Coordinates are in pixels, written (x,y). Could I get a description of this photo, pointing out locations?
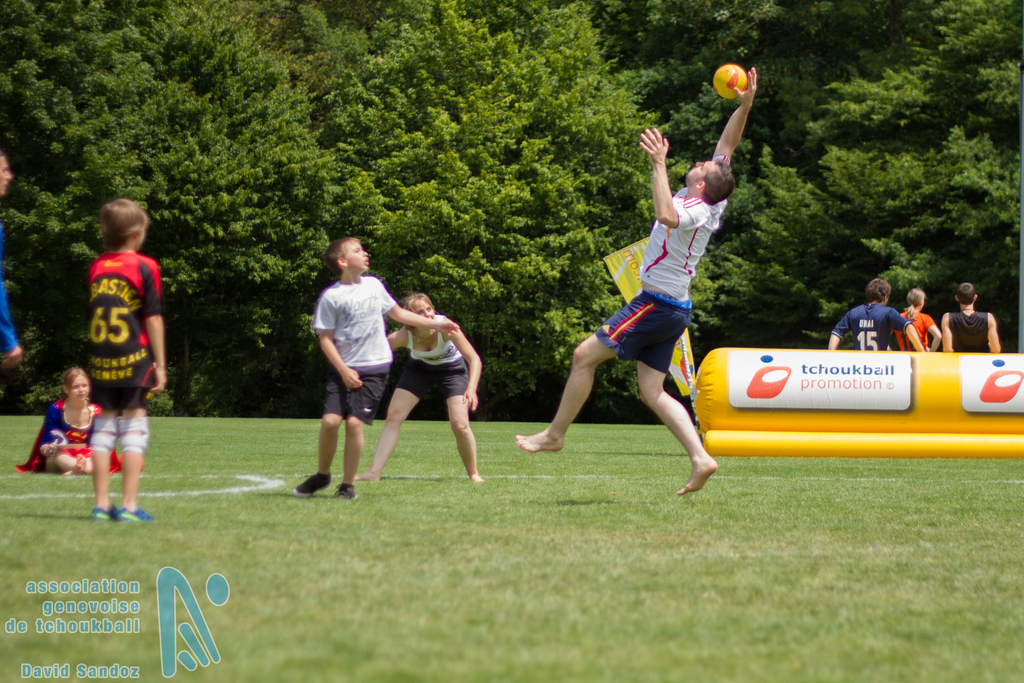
In this picture there is a man (706,237) who is wearing white t-shirt (650,282) and shorts (666,299). He is hitting a ball (723,86). In front of him there is a boy (353,318) who is wearing white t-shirt (337,315), short (357,411) and shoe (348,484). Beside him there is a woman (427,375). On the left (122,207) there is a boy (139,317) who is wearing sixty five number jersey (127,333), short (112,393) and shoe (118,510). Beside him there is a man (1,321) who is wearing blue shirt (13,336). Beside him there is a woman (54,423) who is sitting on the ground (76,496). At the bottom (451,603) we can see green grass (516,621). On the right (868,325) there are three person (888,323) standing near to this yellow object (937,392). In the background (466,122) we can see many trees (771,283). In the bottom left corner (80,610) there is a watermark (118,625).
